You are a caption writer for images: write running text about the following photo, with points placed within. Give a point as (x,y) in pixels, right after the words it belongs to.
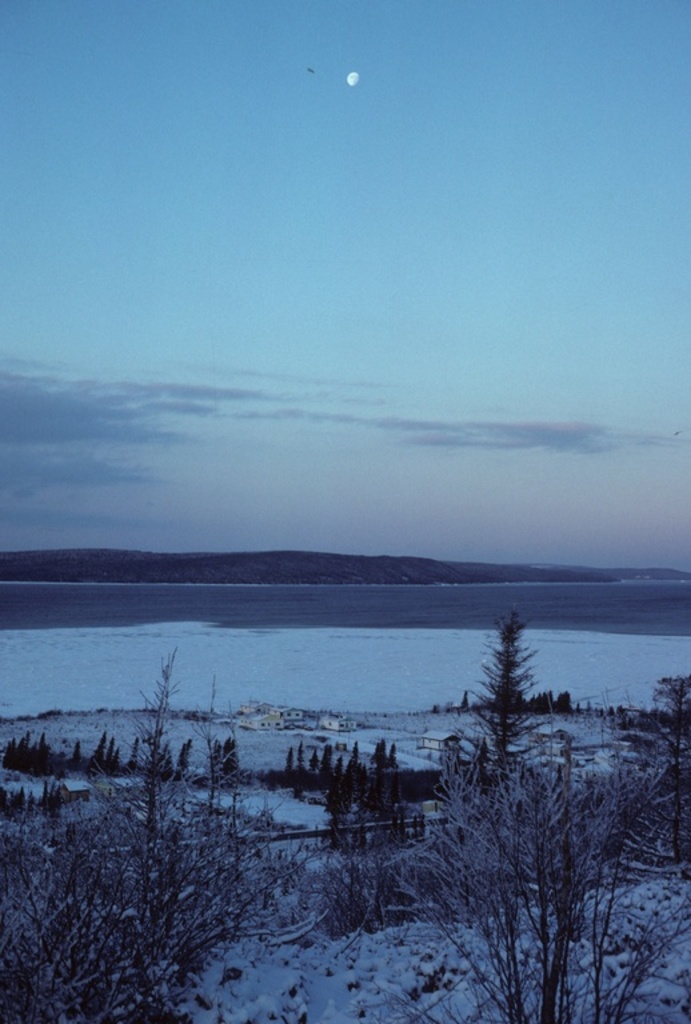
This image consists of many plants (398,916). At the bottom (347,955), there is snow (329,1020). In the middle (329,603), we can see the water (243,679). At the top (341,290), there is sky (304,356).
